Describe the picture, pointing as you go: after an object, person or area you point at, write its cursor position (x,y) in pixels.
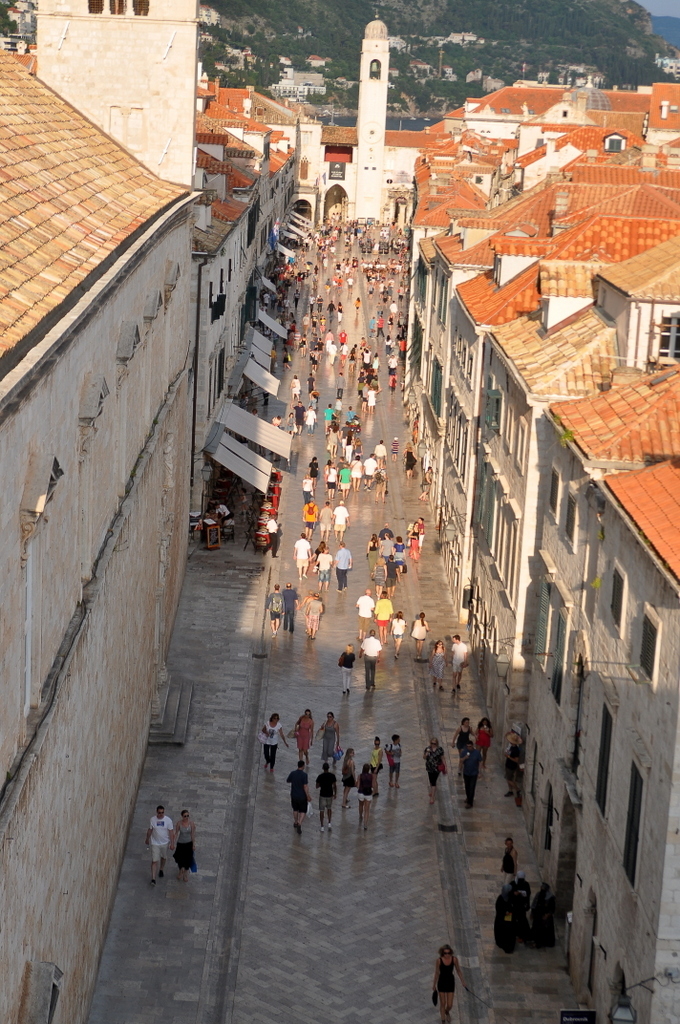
In the image we can see there are people (368,686) standing on the road (339,448) and footpath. There are buildings (80,288) on both the sides and behind there are hills (439,93).
